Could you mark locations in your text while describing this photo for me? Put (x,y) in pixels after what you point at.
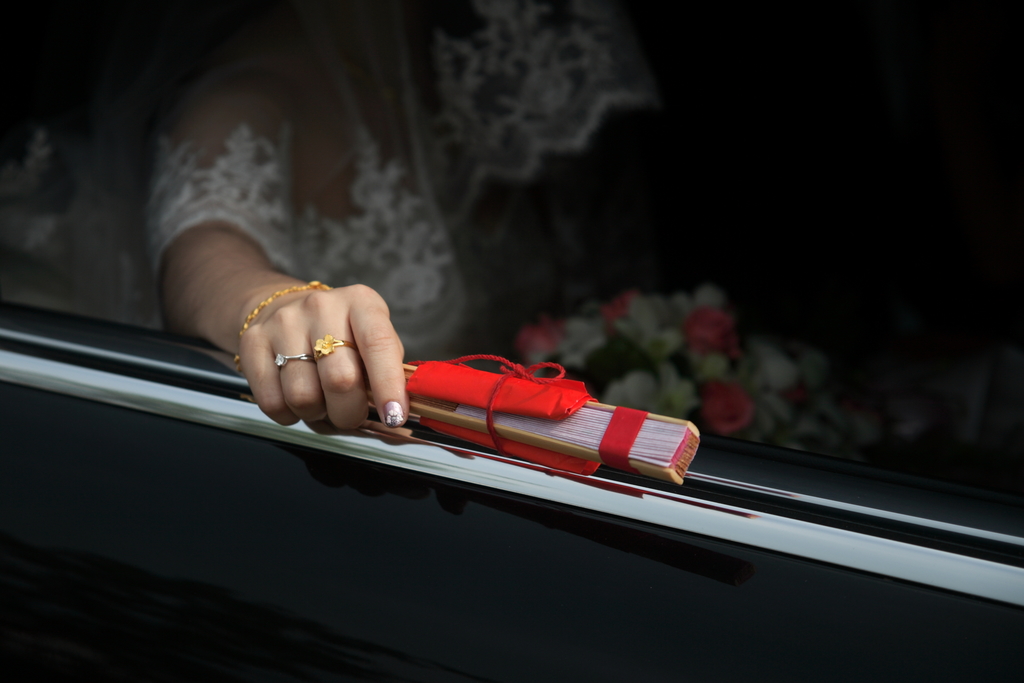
In this image there is one vehicle (552,470) in that vehicle (416,526) there is one woman (430,256) who is sitting, and she is holding a folded fan (603,447).
